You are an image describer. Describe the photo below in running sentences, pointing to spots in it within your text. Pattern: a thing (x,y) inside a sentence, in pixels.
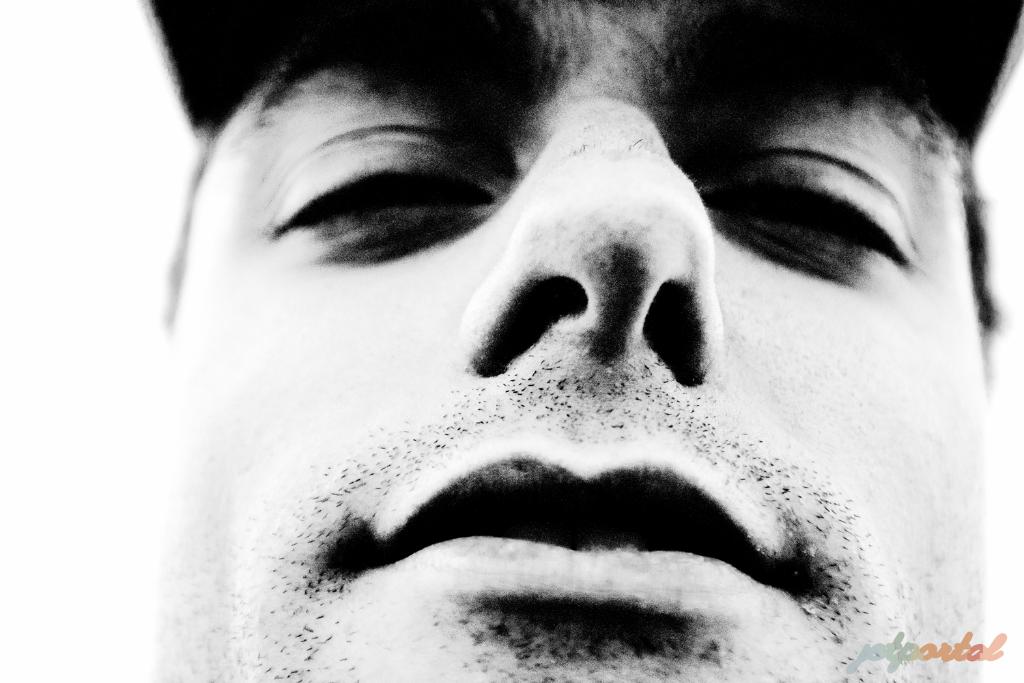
It is a black and white picture. In the center of the image (561,306) we can see one person face (632,499). And we can see he is serious, which we can see on his face (569,571). In the bottom right side of the image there is a watermark (931,638).
